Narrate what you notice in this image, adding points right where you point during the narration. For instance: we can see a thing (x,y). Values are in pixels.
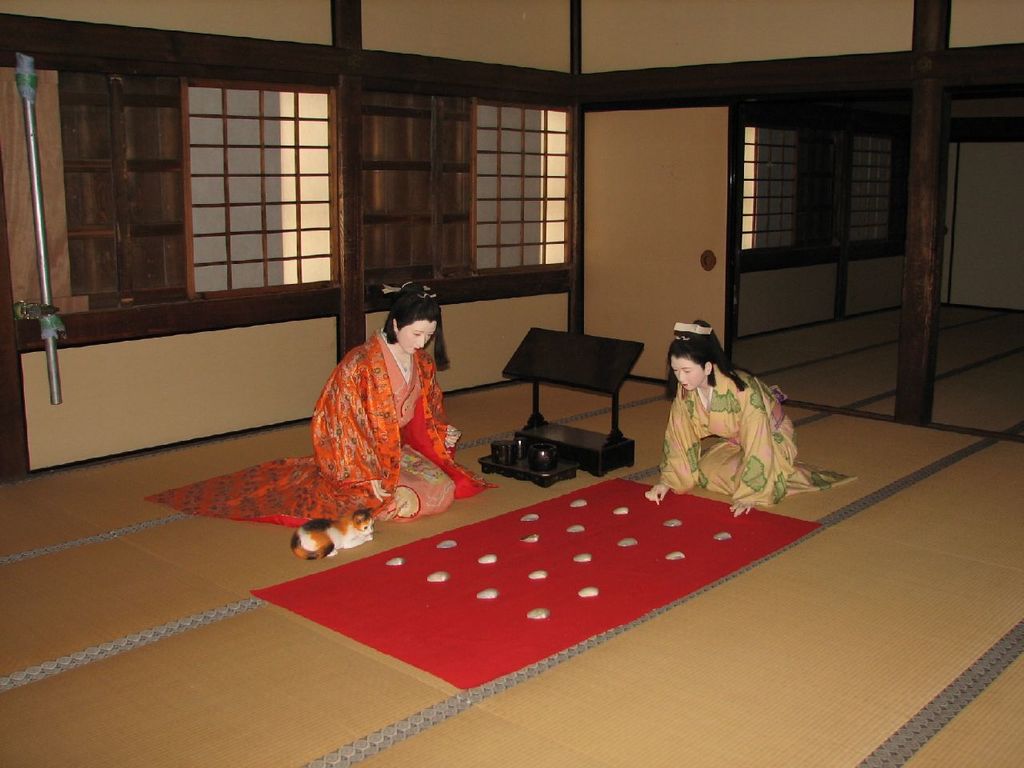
In this image I can see two people statues (443,466) in different color dresses (420,487). I can see the cat (370,520) and few objects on the red color cloth (588,505) and they are on the floor (721,631). In the background (553,202) I can see few windows (483,159), few objects (556,475), pillar (578,147) and the wall (757,306).
